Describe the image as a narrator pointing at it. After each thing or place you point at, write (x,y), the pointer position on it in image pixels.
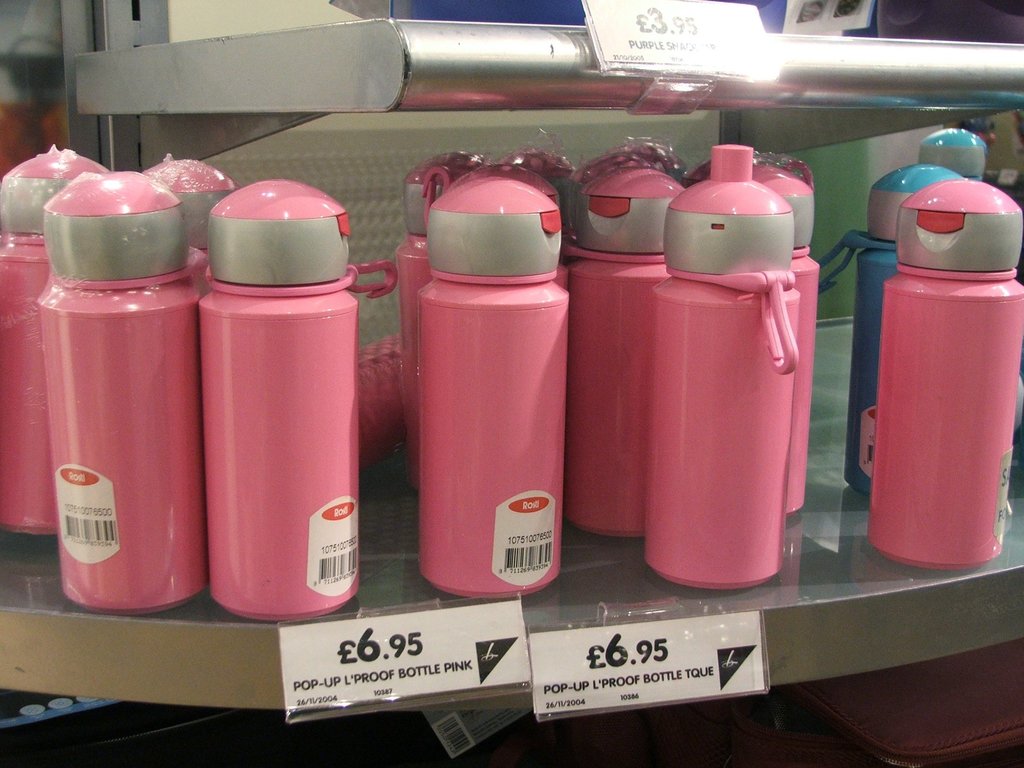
In this image I see number of bottles (631,258) and there are price tags (740,41) over here.
